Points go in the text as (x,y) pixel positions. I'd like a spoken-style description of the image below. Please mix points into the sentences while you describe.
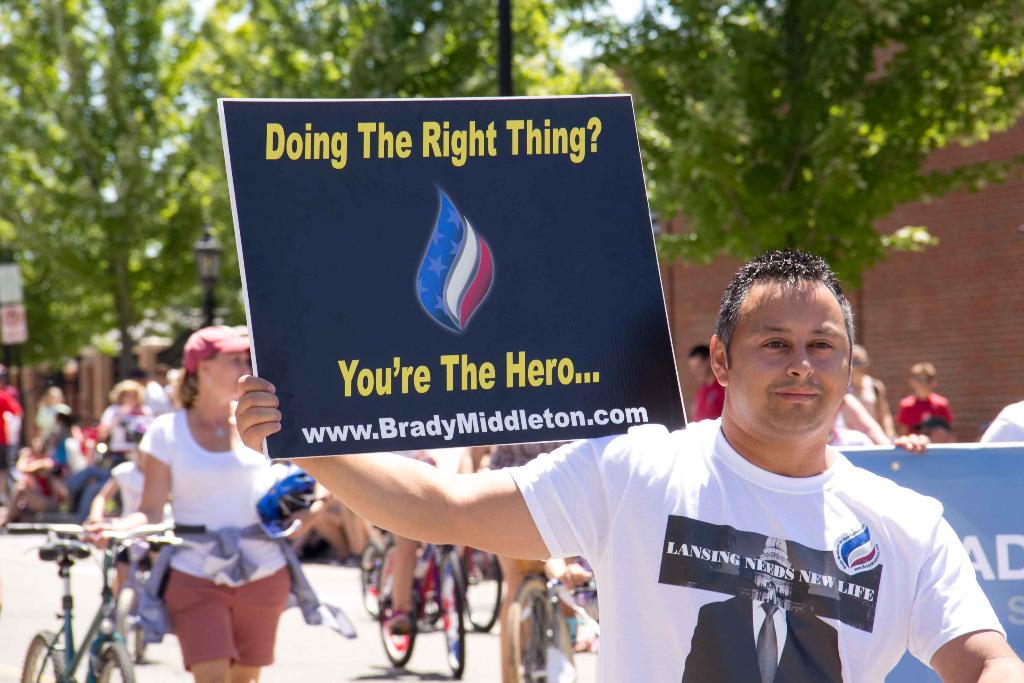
In this image in front (1014,507) there is a man (663,504) holding the placard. Behind him there are a few people (291,546) cycling on the road (356,608). In the background of the image (48,424) there are people (140,410) sitting on the road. There are trees (166,254). There is a street light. There is a wall (958,293).
